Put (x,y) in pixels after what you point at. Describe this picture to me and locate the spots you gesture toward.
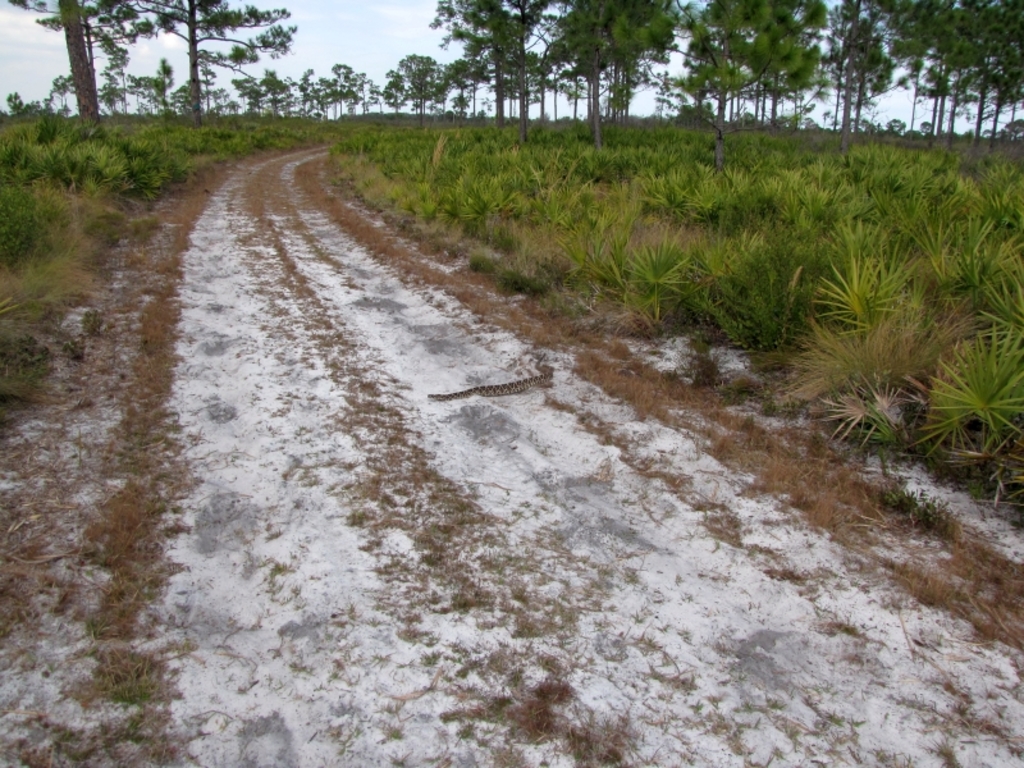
In this image there is a path (182,543) in between the plants (91,130) and trees (339,78), there are some clouds (353,56) in the sky (374,36).
